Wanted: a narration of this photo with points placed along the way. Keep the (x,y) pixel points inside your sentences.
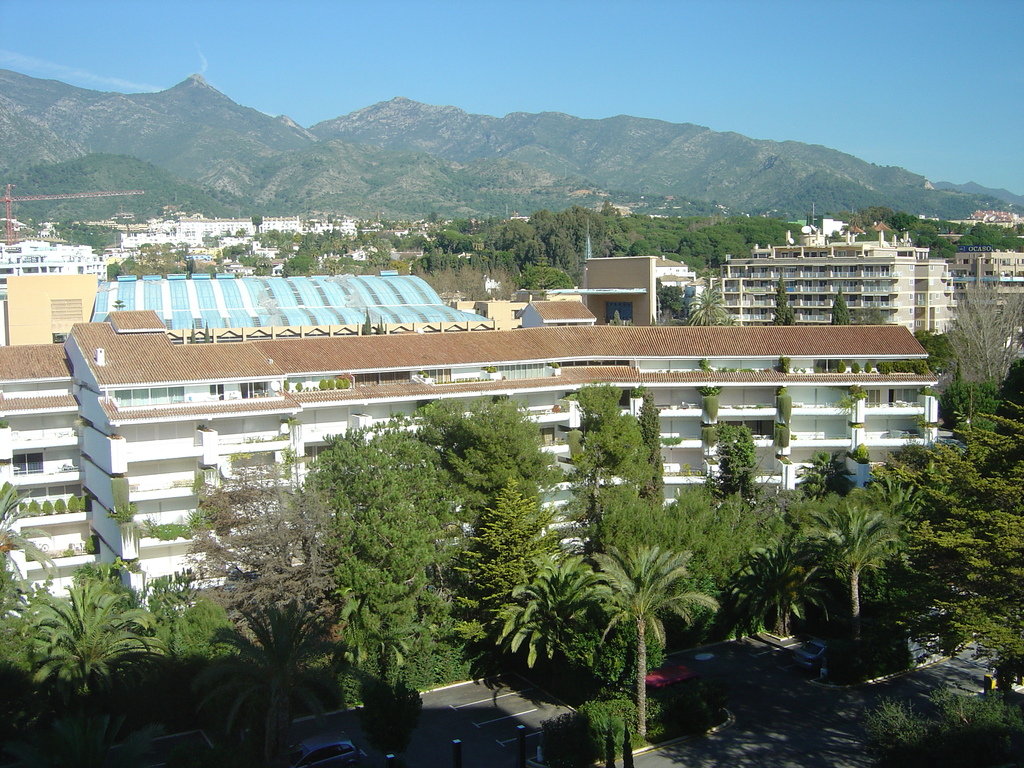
In the center of the image (680,380) there are buildings (469,386). There are trees (657,534). In the background of the image (810,172) there are mountains (370,166). At the top of the image (472,73) there is sky (586,42).
